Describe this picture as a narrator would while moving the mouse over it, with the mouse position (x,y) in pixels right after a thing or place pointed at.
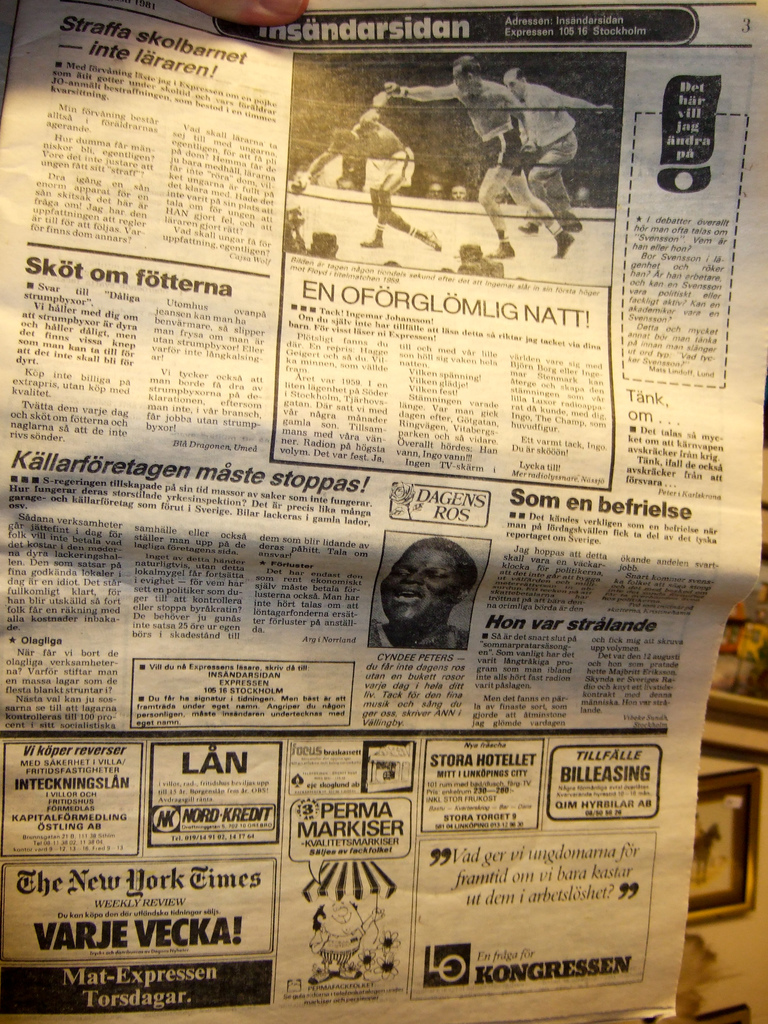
There is a person (274,10), holding a news paper (525,135), in which, there is an image (482,150), in which, there are two persons (550,151) boxing in a ring (457,244). In the background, there are persons (566,122). There are texts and there is a photo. In the background (762,625), there are other objects (749,626).
